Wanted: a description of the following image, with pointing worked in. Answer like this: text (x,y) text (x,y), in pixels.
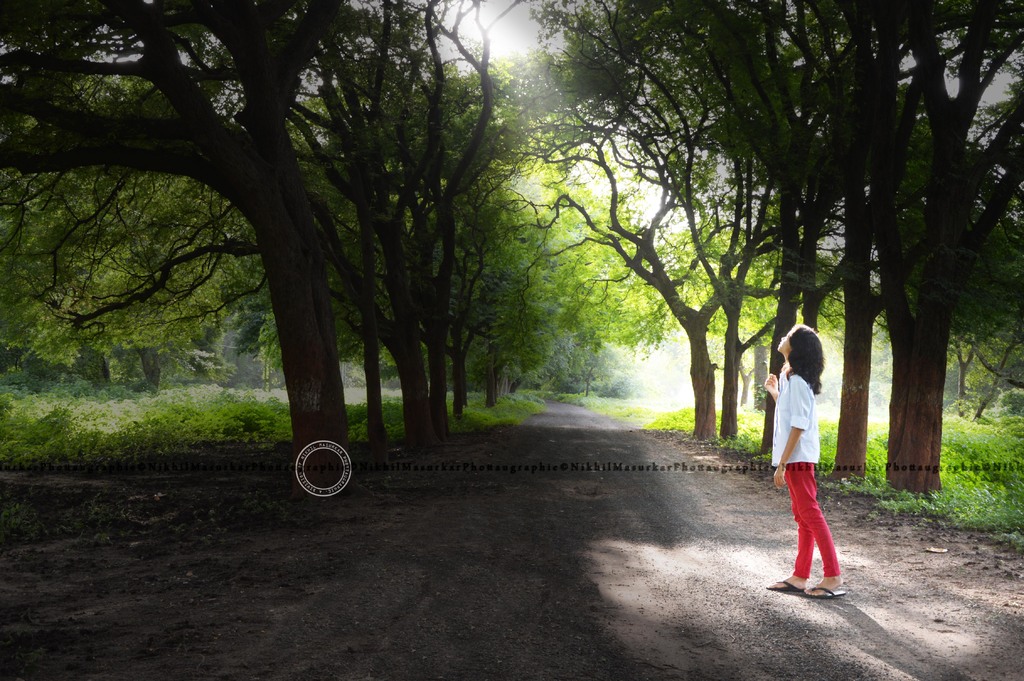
It is an edited image, there is a girl (787,463) standing in between the road (505,522) and on the either side of the road (424,572) there are plenty of trees (397,229) and grass (174,407).
